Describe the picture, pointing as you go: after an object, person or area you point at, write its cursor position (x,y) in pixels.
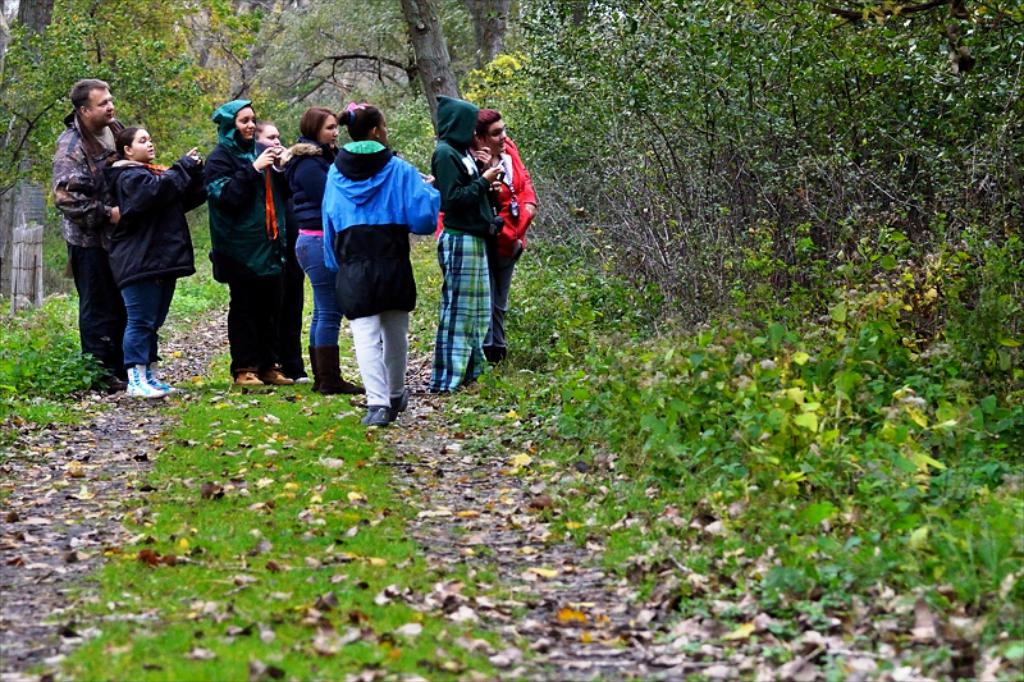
In this picture there are people (130,158) standing and we can see leaves (539,501), grass (389,472), plants (784,380) and trees (718,83).
